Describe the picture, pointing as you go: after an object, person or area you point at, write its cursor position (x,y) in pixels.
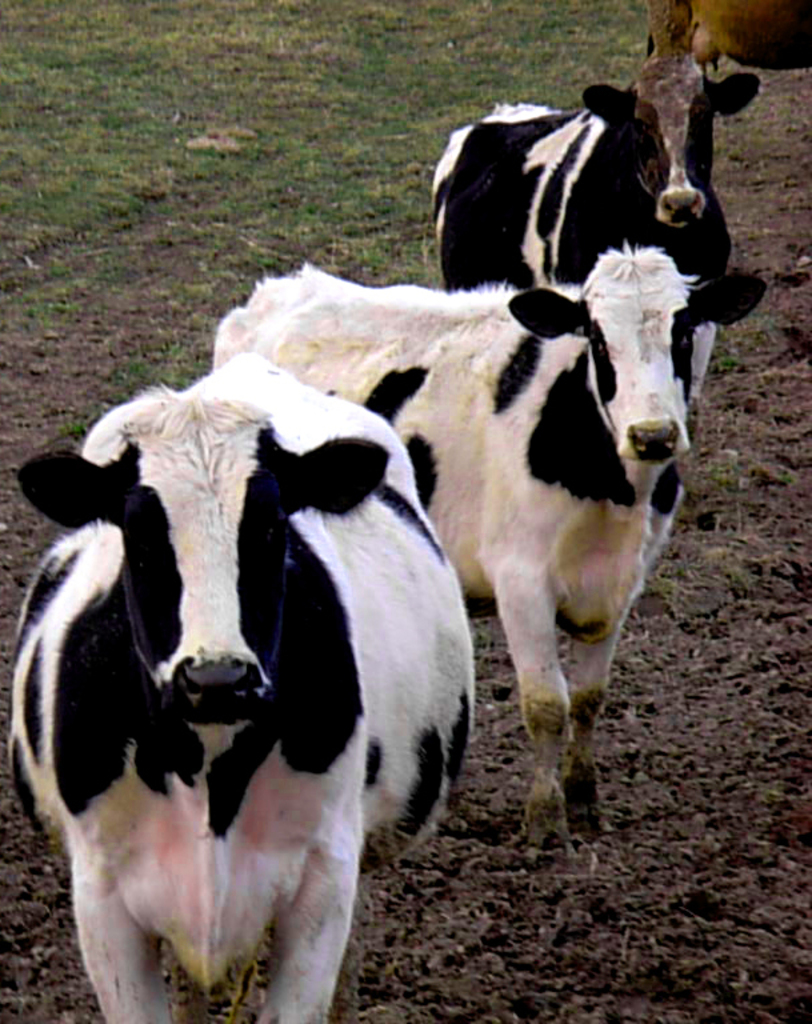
In the center of the image (332,557) there are cows (357,396). At the bottom of the image (435,939) there is soil (506,935).
